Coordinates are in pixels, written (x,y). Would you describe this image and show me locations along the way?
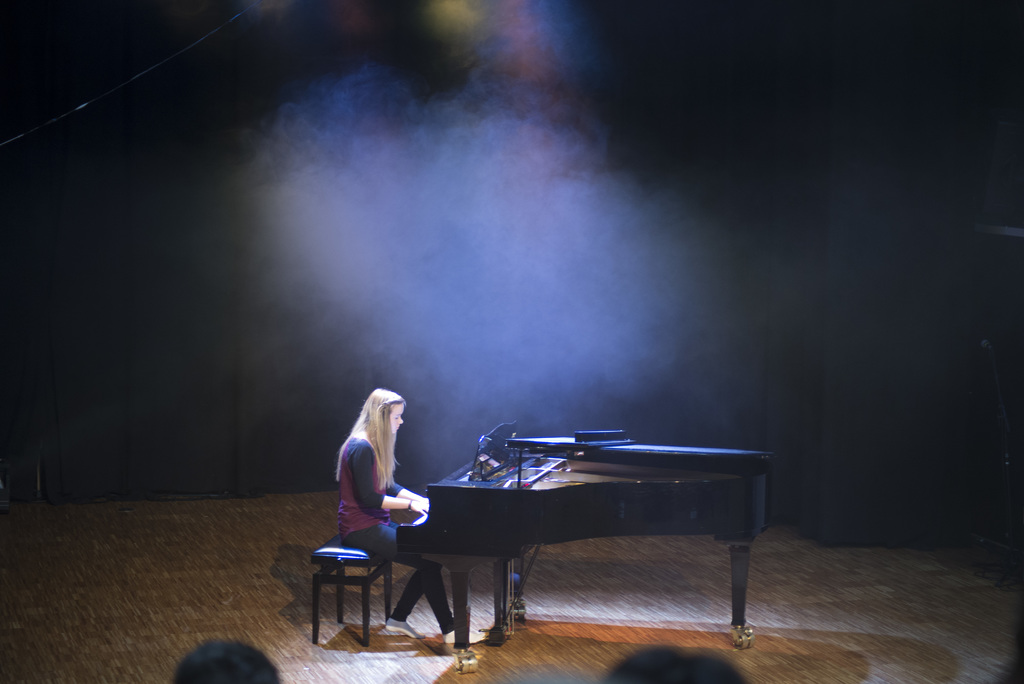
As we can see in the image there is a woman (362,525) sitting on bench (365,593) and playing musical keyboard (439,539).
